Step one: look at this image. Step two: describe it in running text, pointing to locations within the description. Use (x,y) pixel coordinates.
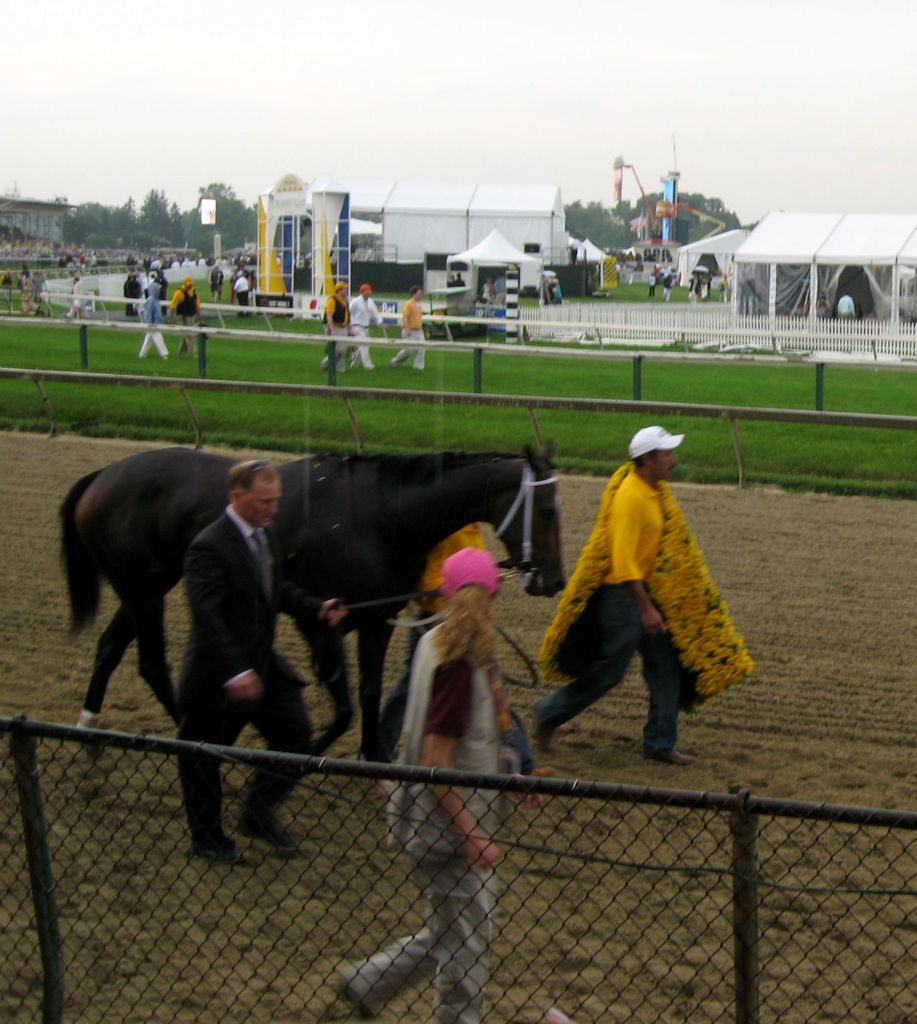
In this image we can see horse (136,590) and three people (628,613) walking on the ground (96,627), here we can see the fence (730,417), a few more people (15,284) walking on the grass (776,370), we can see tents (517,255), trees (702,209) and sky (606,84) in the background (569,134).
